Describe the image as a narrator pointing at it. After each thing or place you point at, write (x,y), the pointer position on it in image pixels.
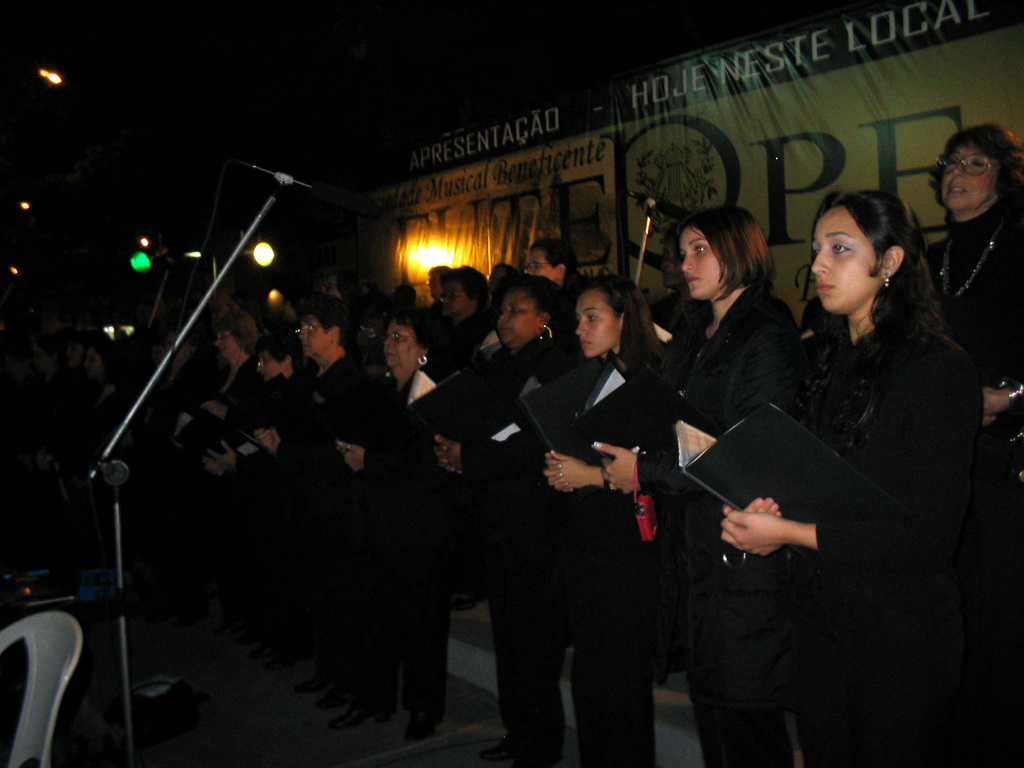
In the center of the image (495,304) there are people (550,710) standing holding files (477,380) in their hands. In the background of the image (560,195) there is a banner (909,95). There is a mic (362,199). To the left side of the image (35,620) there is a chair (65,621).
